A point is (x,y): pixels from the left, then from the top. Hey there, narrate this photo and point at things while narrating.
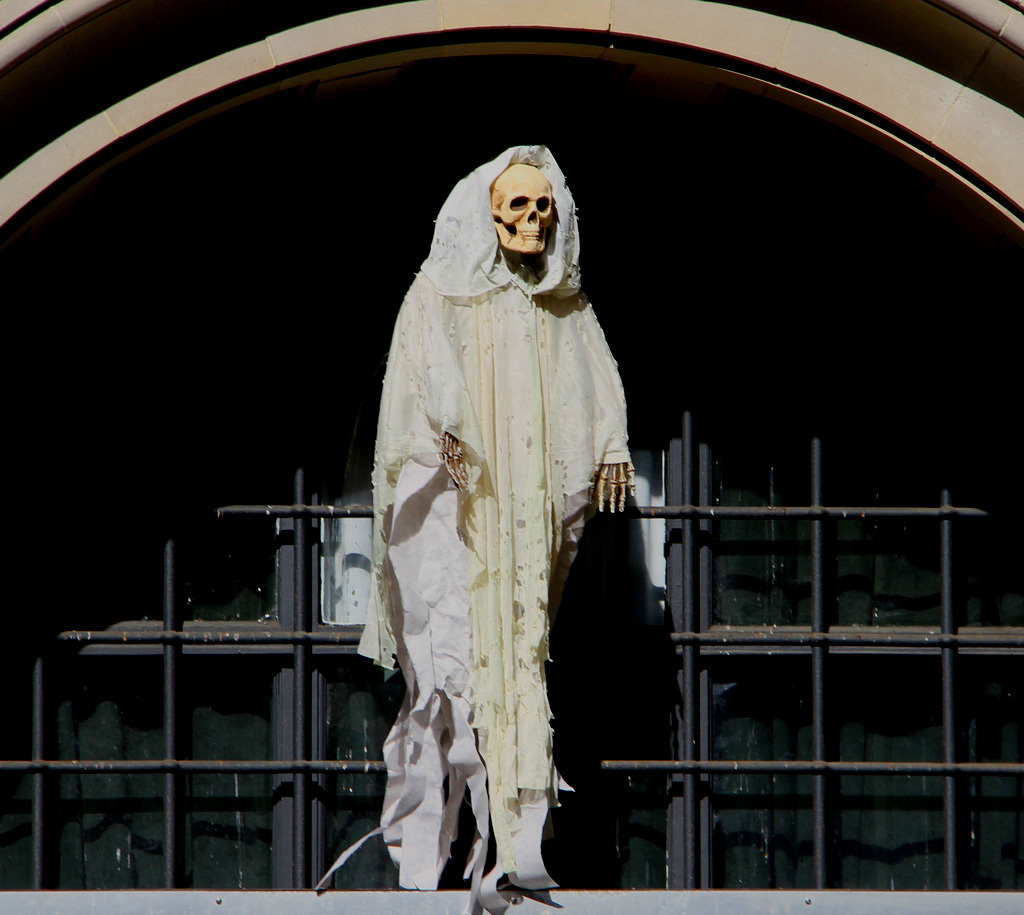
In this image, we can see a skeleton (478,491) wearing clothes (482,542). Background (866,602) we can see rods (949,700) and glass objects (987,790). Top of the image (468,4), we can see an arch (674,32).
